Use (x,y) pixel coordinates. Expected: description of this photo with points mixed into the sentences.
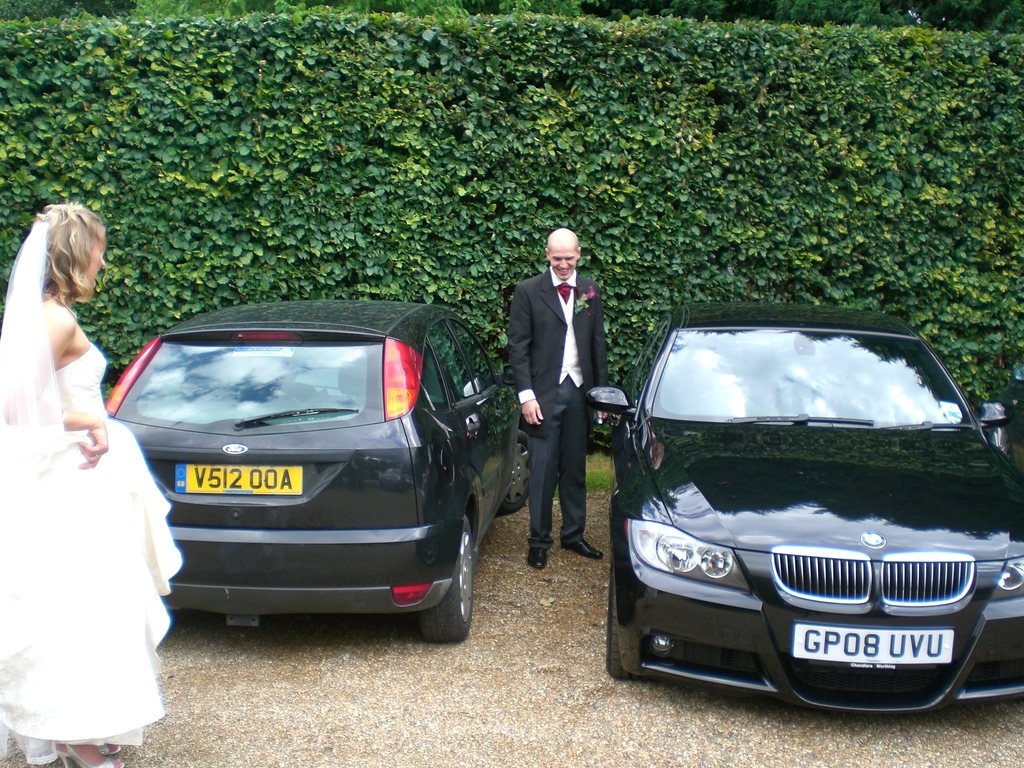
This image consists of two persons (83,460). On the left (124,453), the woman (87,448) is wearing a white dress (72,443). In the middle (547,351), the man (547,359) is wearing a black suit (548,340). In the front (549,618), we can see two cars (677,608) in black color. At the bottom (599,673), there is a ground (358,618). In the background (407,147), there are plants (685,172).
